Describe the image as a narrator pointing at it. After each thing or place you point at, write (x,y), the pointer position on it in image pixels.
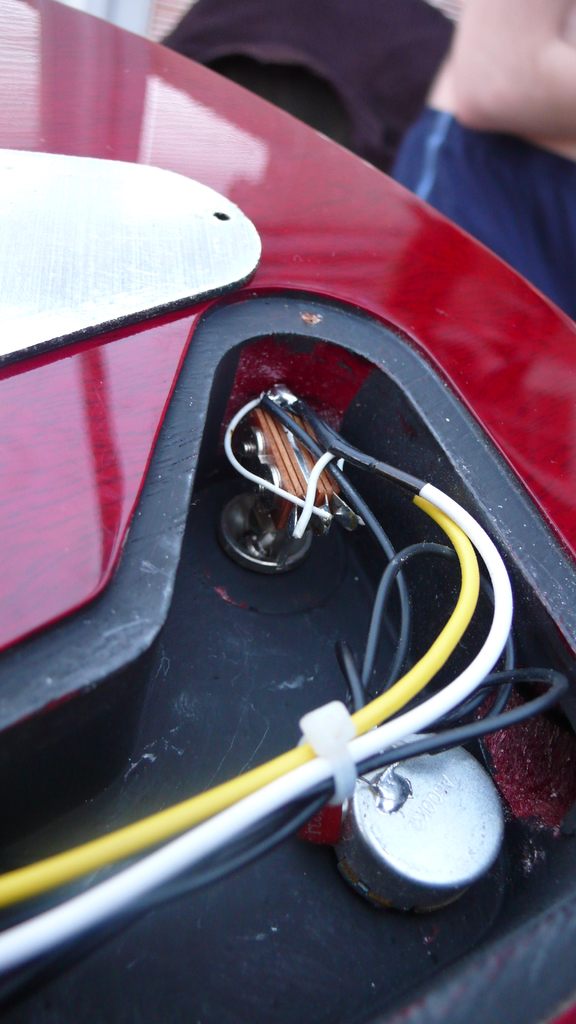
In this picture I can see a red and white color thing (203,208) in front (7,107) and I can see the wires (392,559).
